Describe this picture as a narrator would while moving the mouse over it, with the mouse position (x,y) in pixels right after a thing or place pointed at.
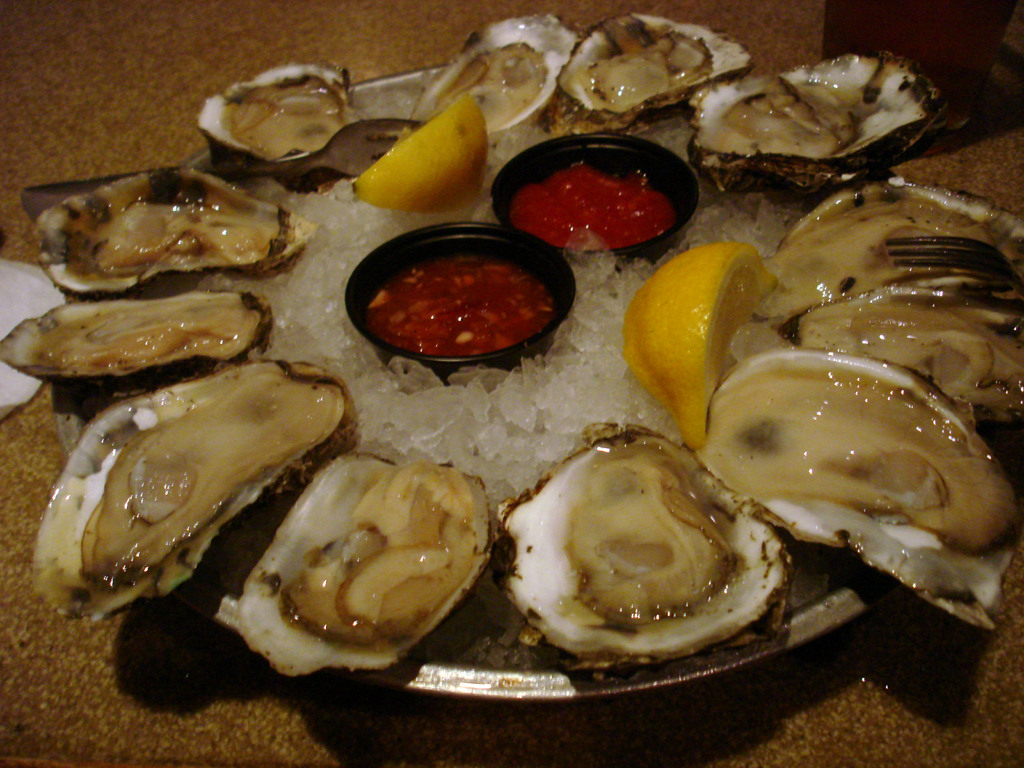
This image consists of food (522,199) which is on the plate (579,477) and the plate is on the surface (155,699) which is brown in colour and there is an object (4,383) on the left side (29,296) which is white in colour.
